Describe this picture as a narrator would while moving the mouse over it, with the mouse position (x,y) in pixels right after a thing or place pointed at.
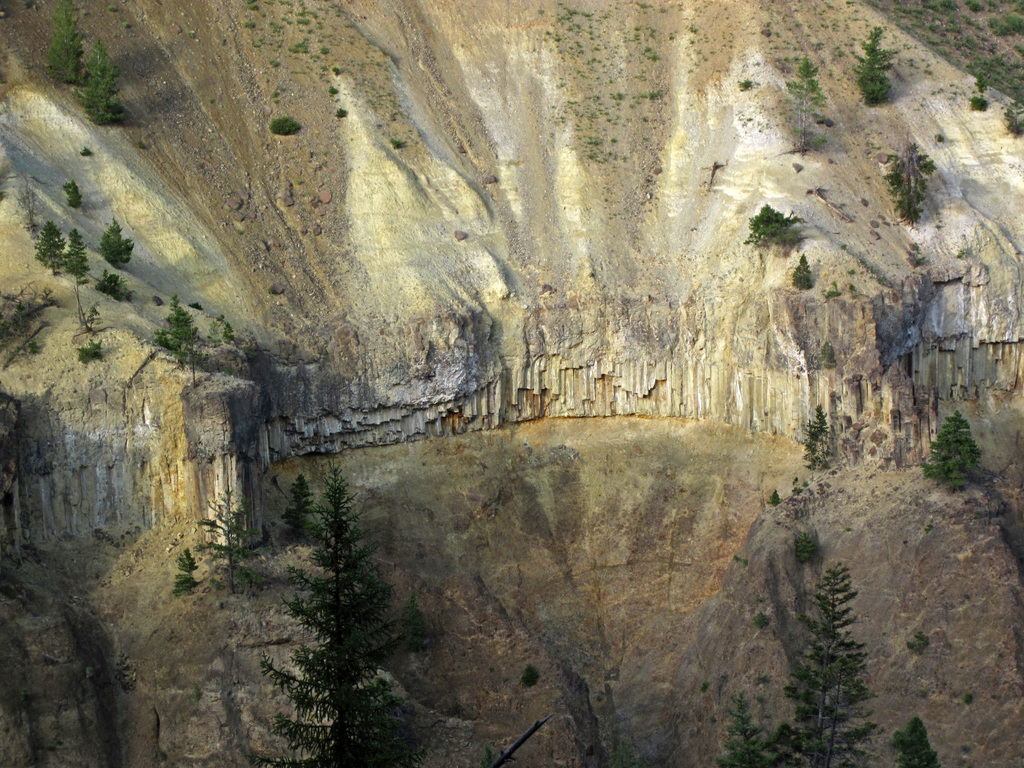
In this image it is looking like a mountain (574,381). I can see few trees (735,730).
